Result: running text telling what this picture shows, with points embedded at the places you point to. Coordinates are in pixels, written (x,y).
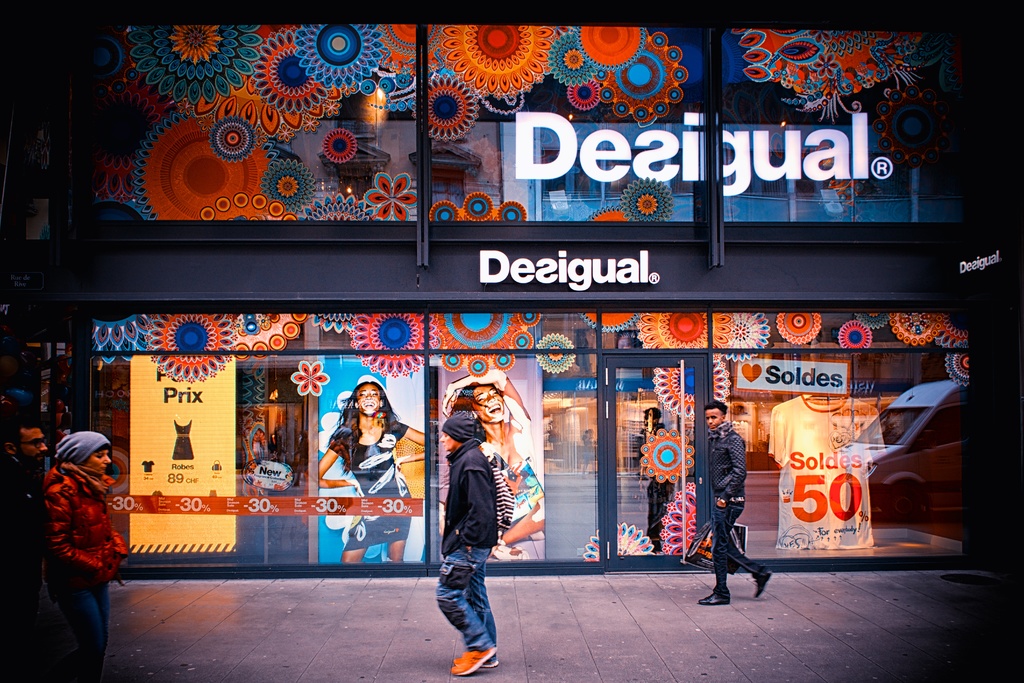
In this picture there are group of people (480,626) walking. At the back (697,512) there is a building (570,197) and there is a text (858,137) on the building (620,390) and there are stickers (402,100) of flowers (299,76) on the mirror wall (362,183). Behind the mirror wall (415,476) there are boards (353,374). There is a reflection (660,423) of a person (644,428) and vehicle (950,466) on the mirror (722,347). On the right side of the image (974,589) there is a manhole (966,578) on the footpath (928,618).
